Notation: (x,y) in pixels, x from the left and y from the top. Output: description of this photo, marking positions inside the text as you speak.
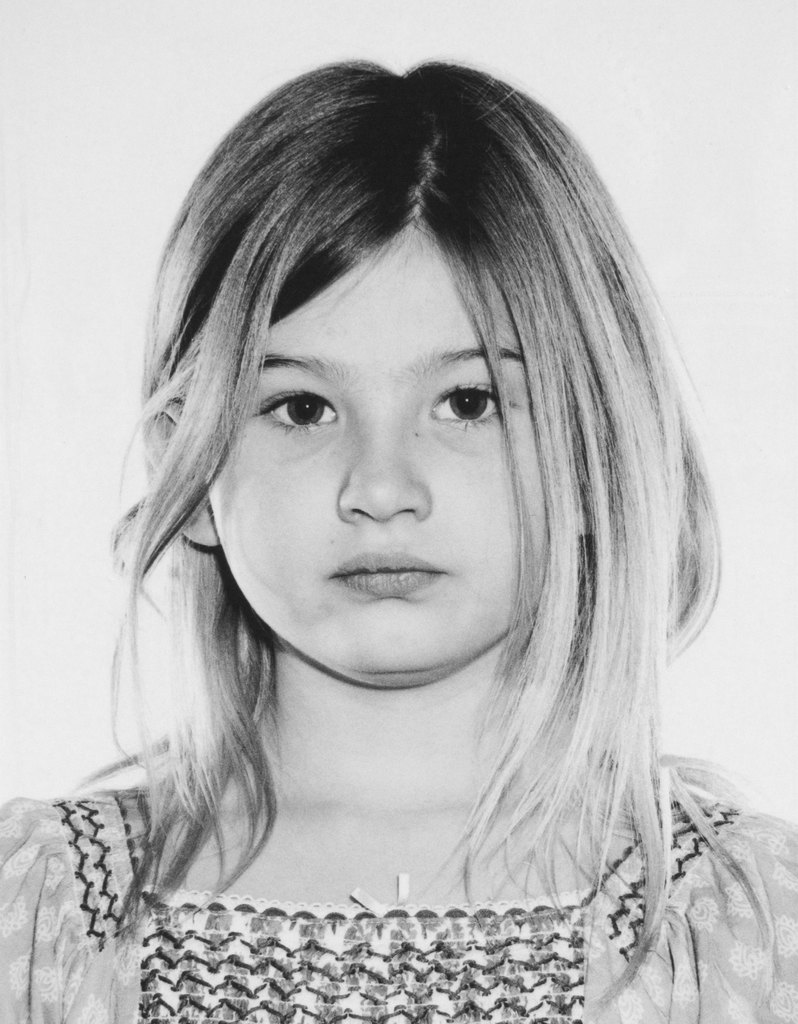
This is a black and white image. Here I can see a girl (359,857) wearing a frock (199,955) and looking at the picture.
